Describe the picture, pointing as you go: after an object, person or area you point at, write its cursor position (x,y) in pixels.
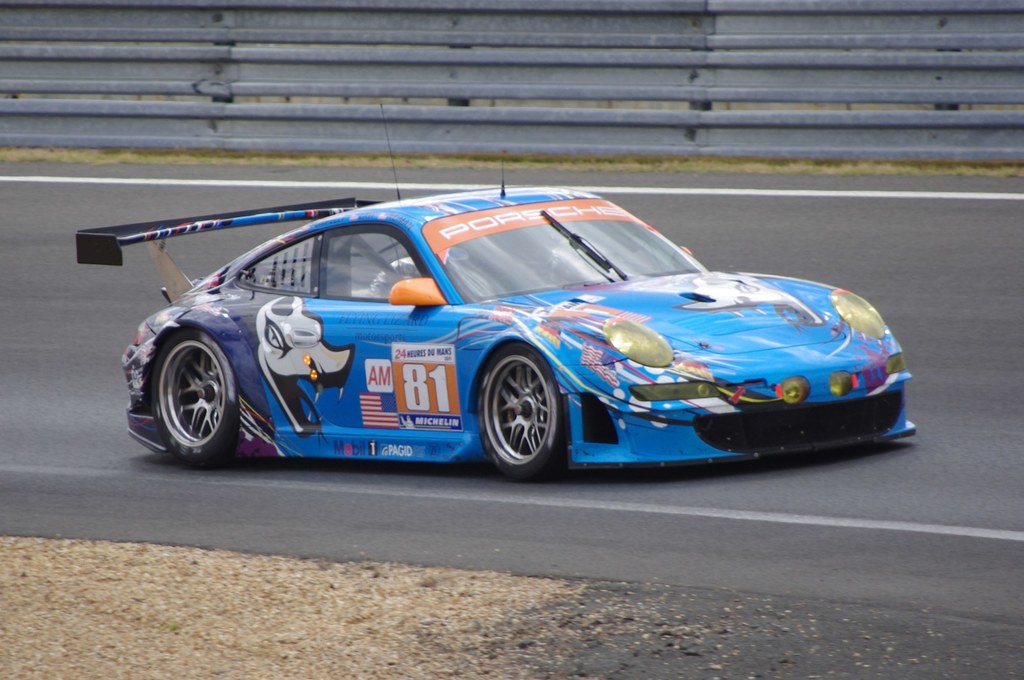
In this image we can see a blue color car (409,399) is on the road (92,520). Behind railing (650,57) is present.
